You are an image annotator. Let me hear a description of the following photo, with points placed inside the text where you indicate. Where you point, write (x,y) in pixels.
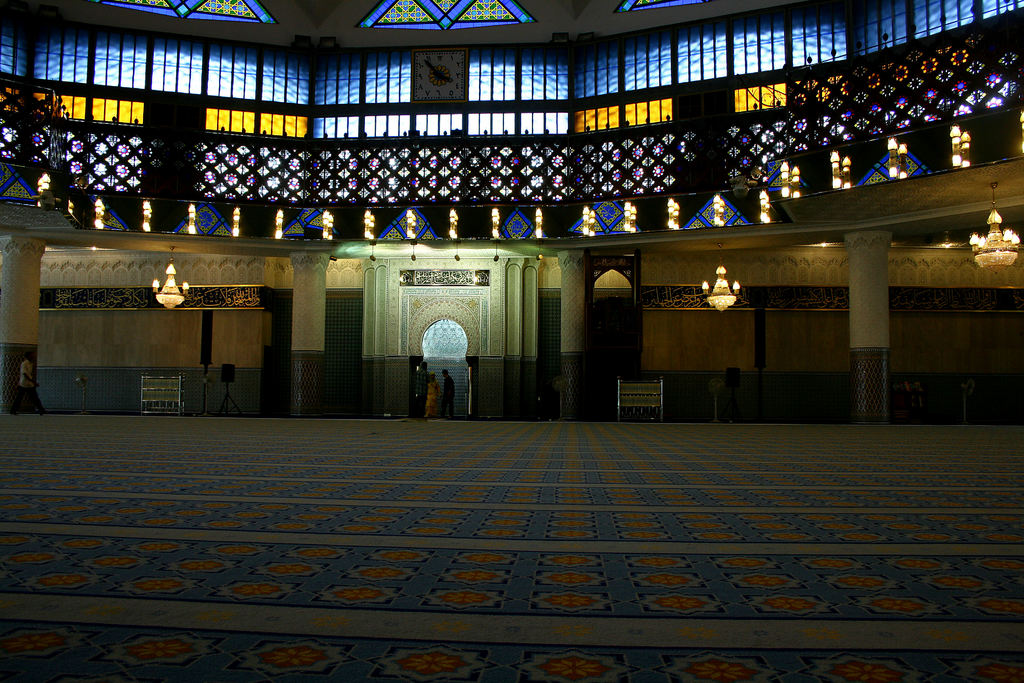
In this picture we can see few people (428,402), and we can find few chandelier lights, speakers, stained glasses (569,186) and metal rods (640,403).
